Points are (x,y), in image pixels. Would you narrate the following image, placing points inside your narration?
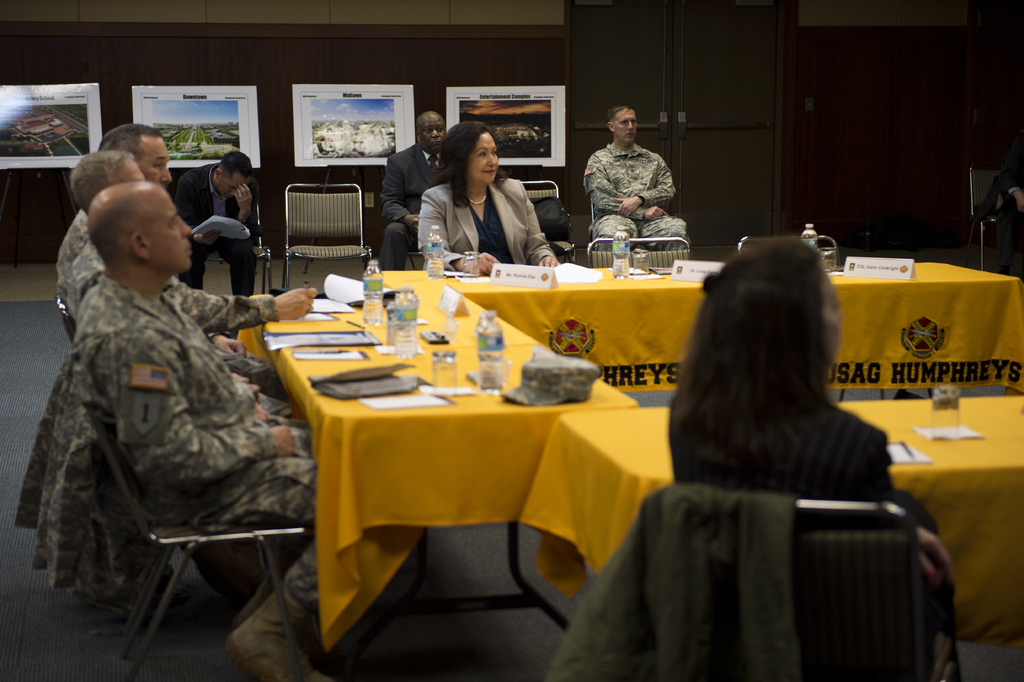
The picture is of a meeting. In this picture there are many people (261,397) seated in chairs (345,215). In the center (547,285) there desks (535,415), on the desks (430,284) there are water bottles (367,311), files (386,374), papers (368,401), nameplates (674,265). On the left (179,333) there are soldiers (165,326) seated in uniforms (191,324). And in the background (335,148) on the wall (333,55) there are photo frames (45,92) and in the center of the image (450,262) there is a woman (476,150) seated and she is smiling. On the top right (732,98) there is a door (661,66).
